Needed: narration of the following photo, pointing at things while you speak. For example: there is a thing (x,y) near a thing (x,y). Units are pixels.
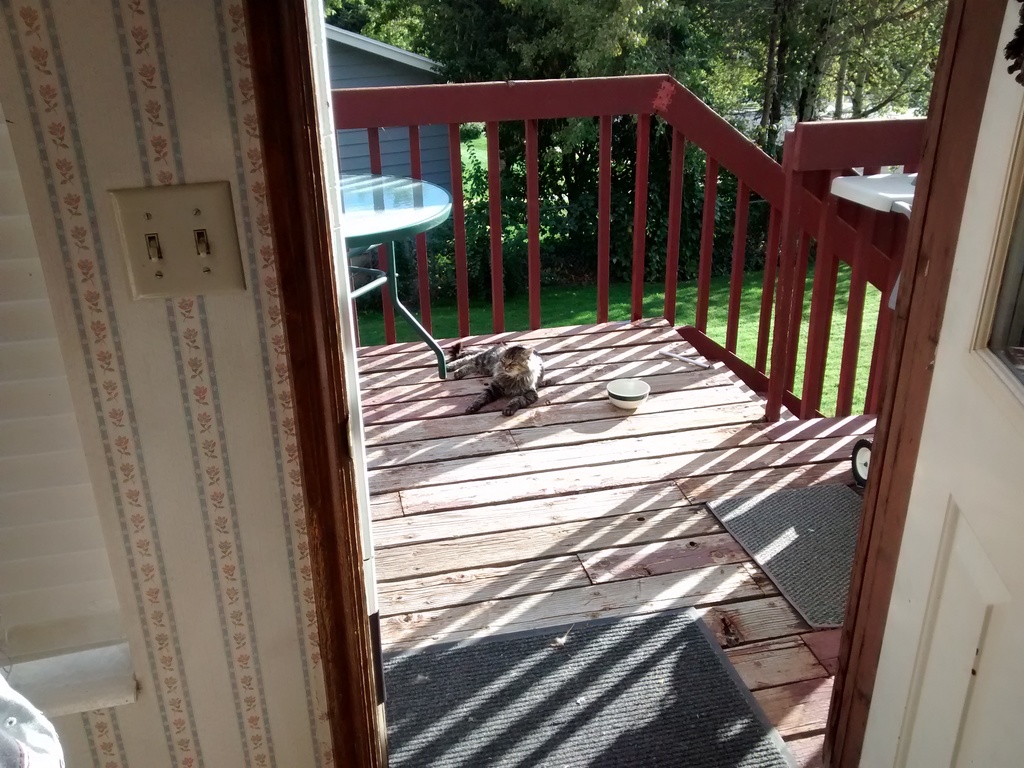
On the left side (230,258), there is a switchboard (209,265) attached to the wall (253,397). On the right side (1008,667), there is a white color door (994,630). In the background (548,359), there is a cat (470,367) on the wooden floor (544,373), on which there is a white color cup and a table (353,197), there is a fence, there are trees (747,245), a building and there's grass (548,297) on the ground (548,297).
